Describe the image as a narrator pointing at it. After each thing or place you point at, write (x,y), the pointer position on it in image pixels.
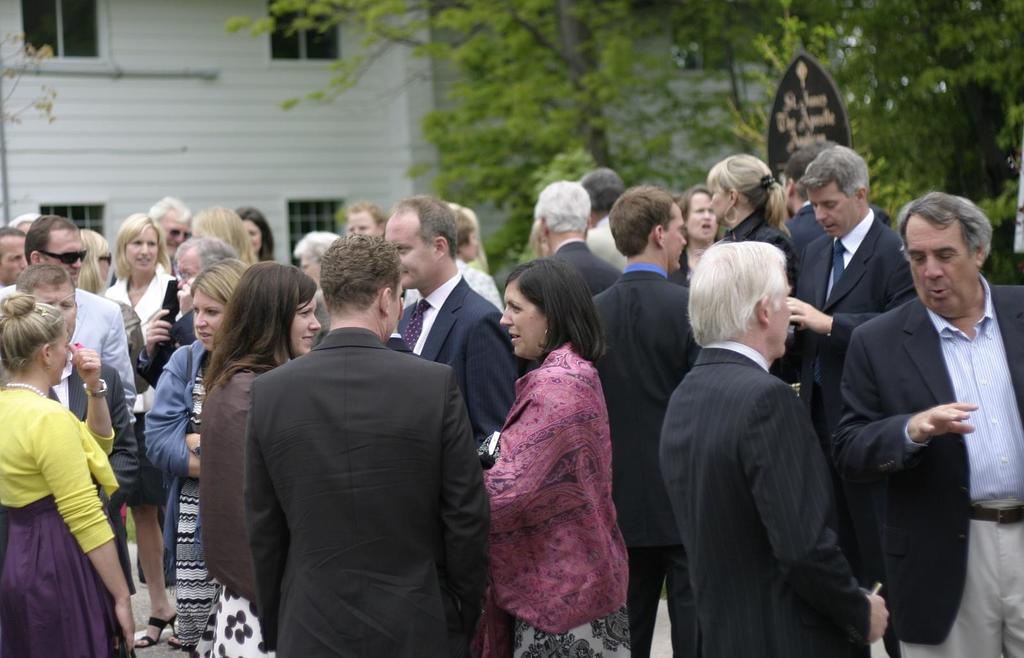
There is a group of people (539,427) at the bottom of this image (518,503). We can see a building (402,135) and trees (509,89) in the background (404,128).
